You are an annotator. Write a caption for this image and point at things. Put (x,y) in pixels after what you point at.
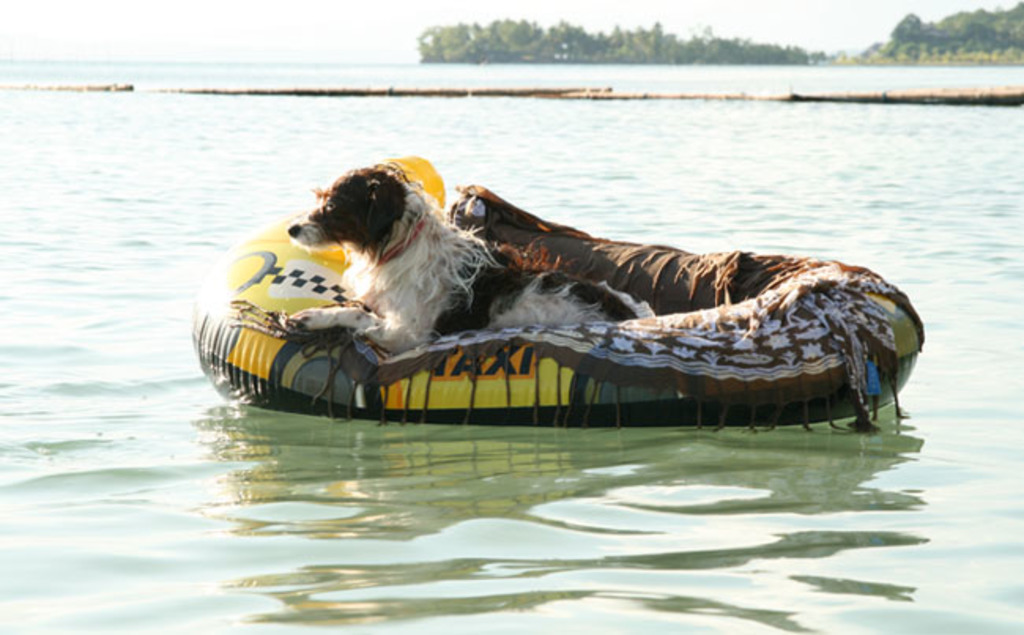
In this picture I see the water (94,306) and I see a tube (702,346) in front (398,240) on which there is a dog (403,252) which is of white and brown in color. In the background (60,12) I see the trees (910,37) and the sky (231,13).
